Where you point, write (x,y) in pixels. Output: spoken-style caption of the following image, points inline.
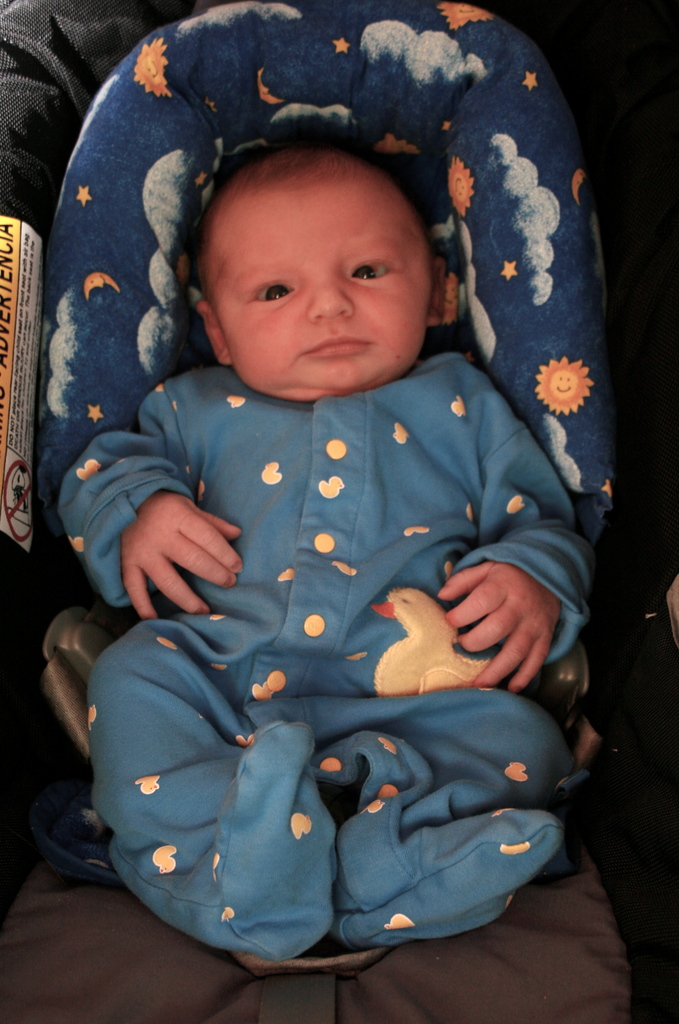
In this image I can see a baby (261,515) and the baby (269,546) is wearing blue color dress (296,610). The baby (269,336) is laying on the blue color object (575,369).
